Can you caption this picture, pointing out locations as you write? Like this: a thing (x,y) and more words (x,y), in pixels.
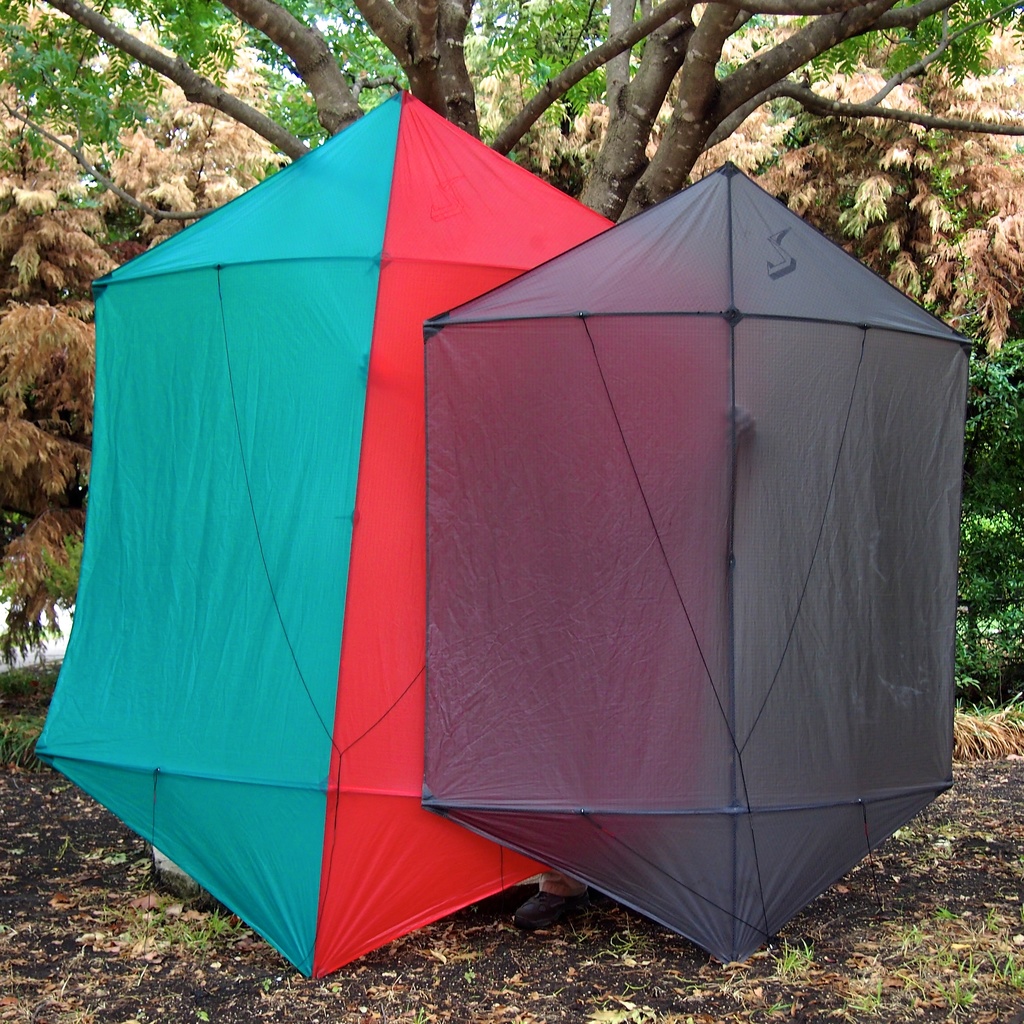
In this image, in the middle (619,503), we can see two kites (384,503). One is in black color and one is in red and blue color. In the background (325,138), we can see some trees (432,50). At the bottom (874,934), we can see a land (891,944) with some grass (938,957) and stones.
